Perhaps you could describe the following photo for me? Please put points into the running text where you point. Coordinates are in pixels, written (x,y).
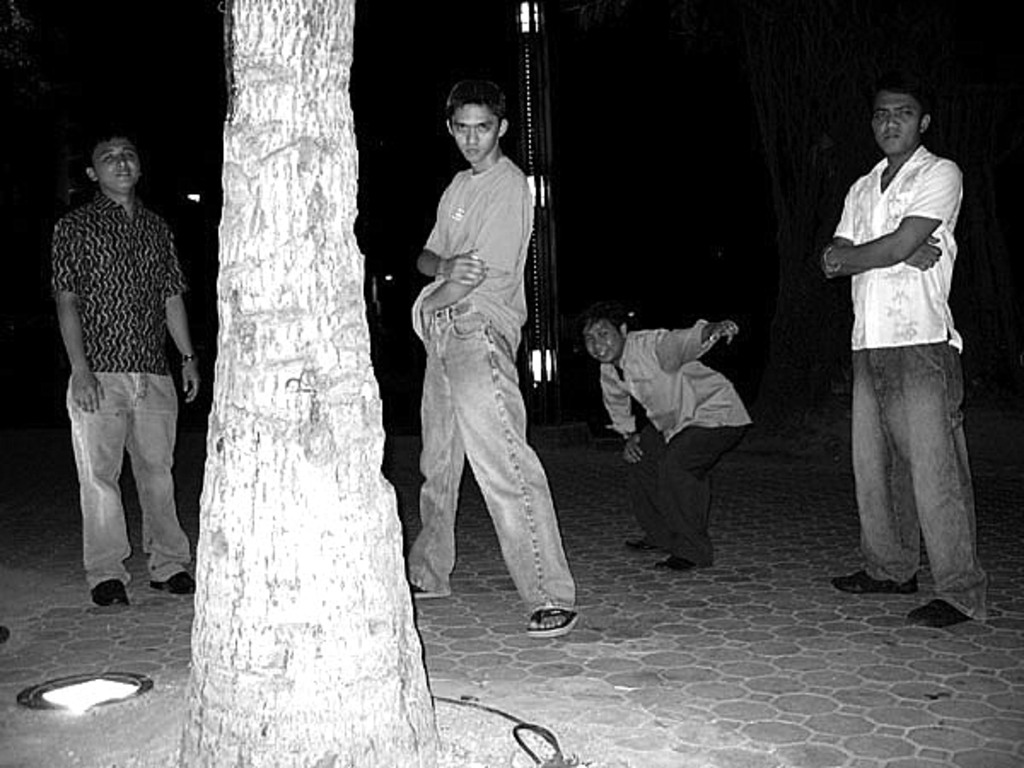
In this given picture, I can see a trunk (261,250) of a tree (274,243) and few lights (541,136), four people (924,150), Who are standing. Towards left corner (129,683) bottom, I can see a light (78,686).
